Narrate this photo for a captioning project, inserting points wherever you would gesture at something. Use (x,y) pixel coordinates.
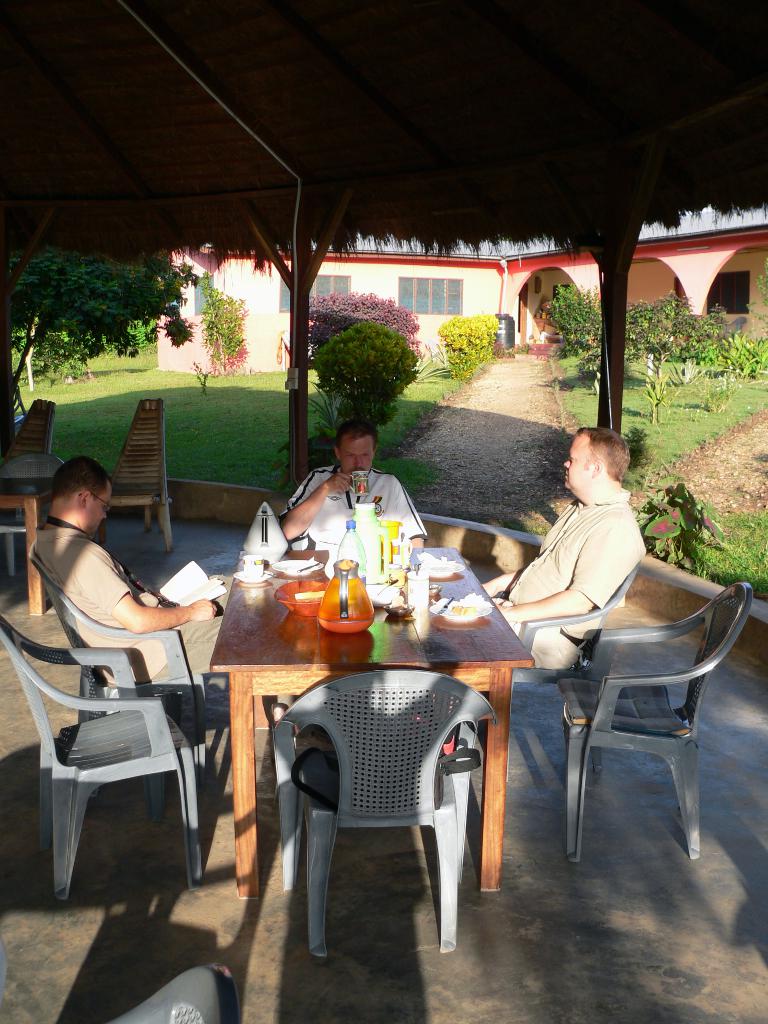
This picture shows three people (174,614) seated on the chair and a man (195,617) reading book (192,580) and man (359,469) drinking in the Cup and a man (585,430) seated, we see few plants (572,320) around and a house (766,313) and a tree (125,307).
